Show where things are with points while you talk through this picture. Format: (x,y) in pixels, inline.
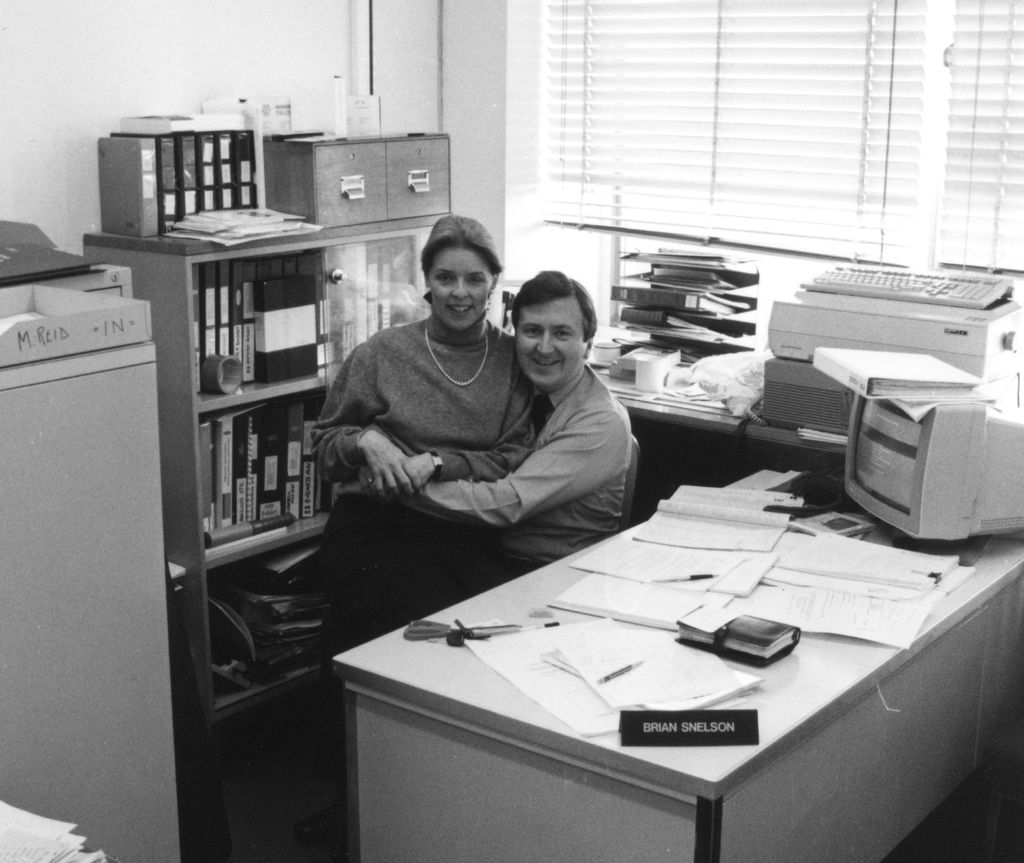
This is a black and white picture. In this room (404,429) there are two persons (504,455) sitting on a chair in front of the people (417,449) there is a table (430,707) on the table (653,766) there are name board (658,729), paper (602,672), scissors (480,635), book (709,629), pen (698,577) and a monitor (902,488). Behind the people (429,436) there is a shelf (228,406) on the shelf (276,382) there are some files (249,324) on the shelf (367,233) there are drawers (410,183). Background of this people (524,408) there is a glass window (632,171) and a wall (413,93).
